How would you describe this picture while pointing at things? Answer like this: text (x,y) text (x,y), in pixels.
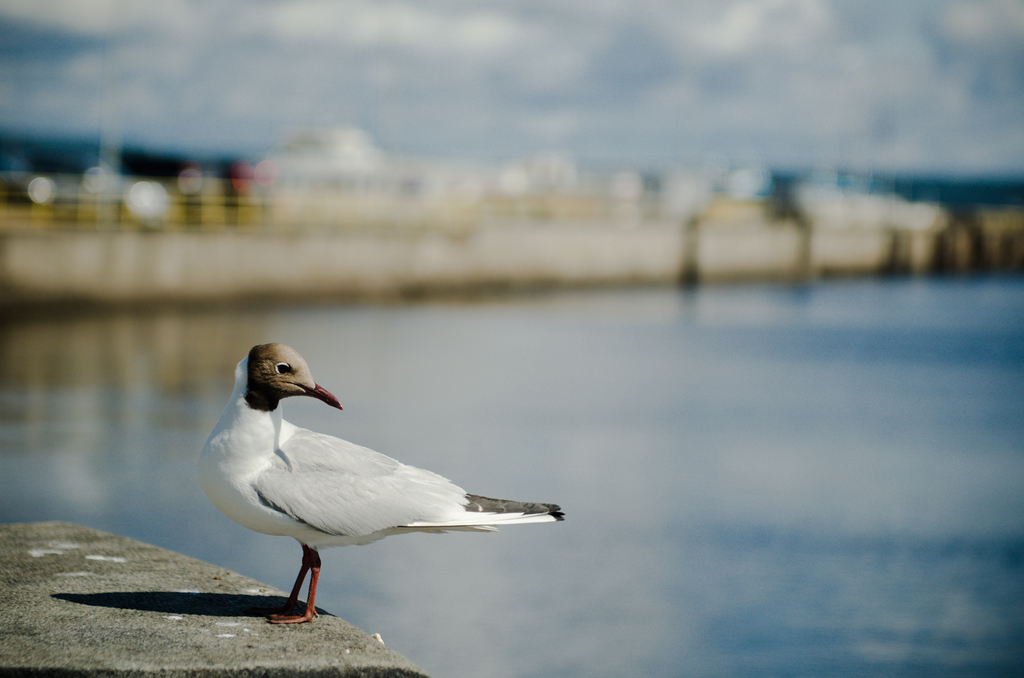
Background (992,139) portion of the picture is blur. In this picture we can see the water (885,494). We can see a bird (216,496) on the concrete surface (323,621).
